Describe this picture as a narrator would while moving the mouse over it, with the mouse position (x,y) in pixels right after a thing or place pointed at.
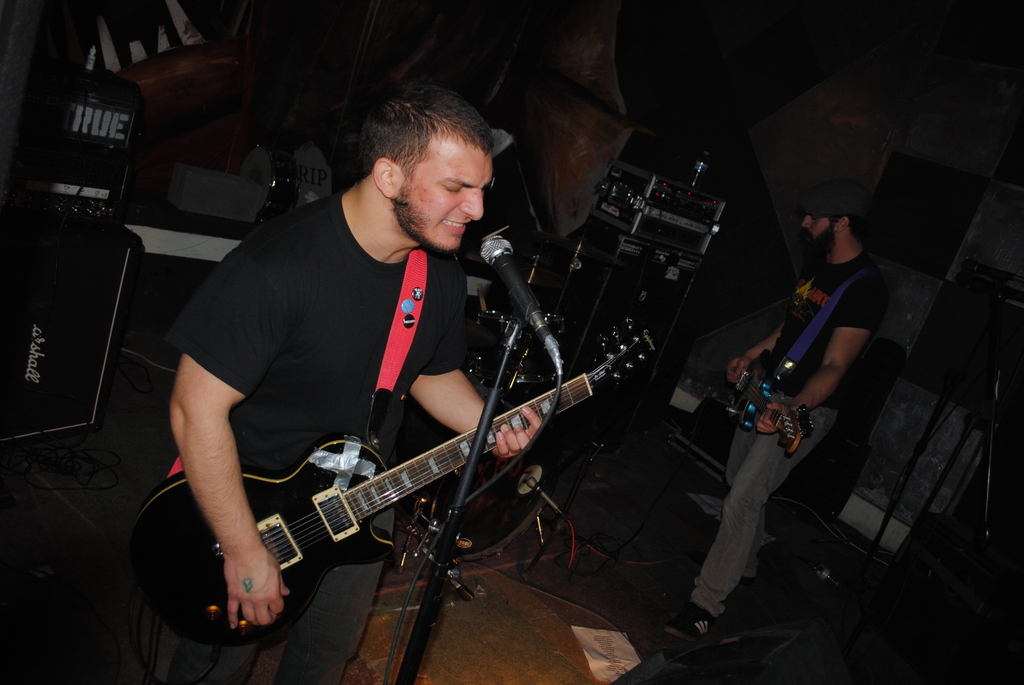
There is a man (284,671) singing on the mike (515,293) and he is playing guitar (290,596). This is floor (515,579). Here we can see a man (754,535) holding a guitar (800,413). These are some musical instruments (70,175) and there is a wall (816,137).
